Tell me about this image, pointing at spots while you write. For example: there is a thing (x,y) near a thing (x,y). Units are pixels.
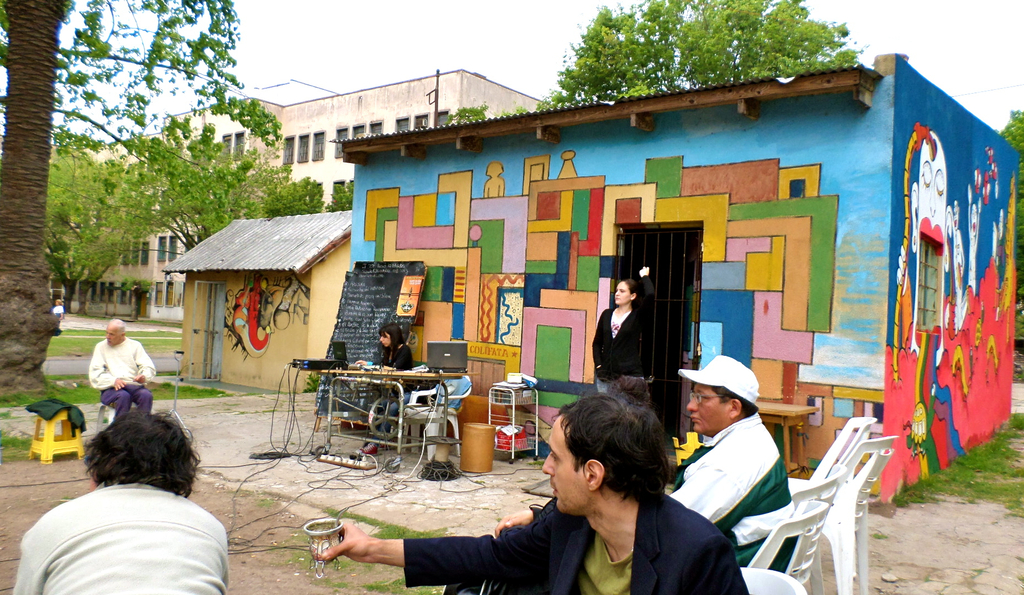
This is a picture taken in the outdoor. It is sunny. There are group of people (138,373) sitting on chair (768,544). The women (398,346) in black t shirt (398,364) sitting on a chair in front of the women (397,365) there is a table (380,374) on the table (376,378) there is a some system (445,359). Backside of the women (385,346) there is a black board (386,303) and a colorful wall (487,271) and also other women (598,350) in black and white t shirt (615,337) stand near to the door (667,313). Background of this people (164,468) is a tree (242,183), building (280,140) and a sky (341,79).
